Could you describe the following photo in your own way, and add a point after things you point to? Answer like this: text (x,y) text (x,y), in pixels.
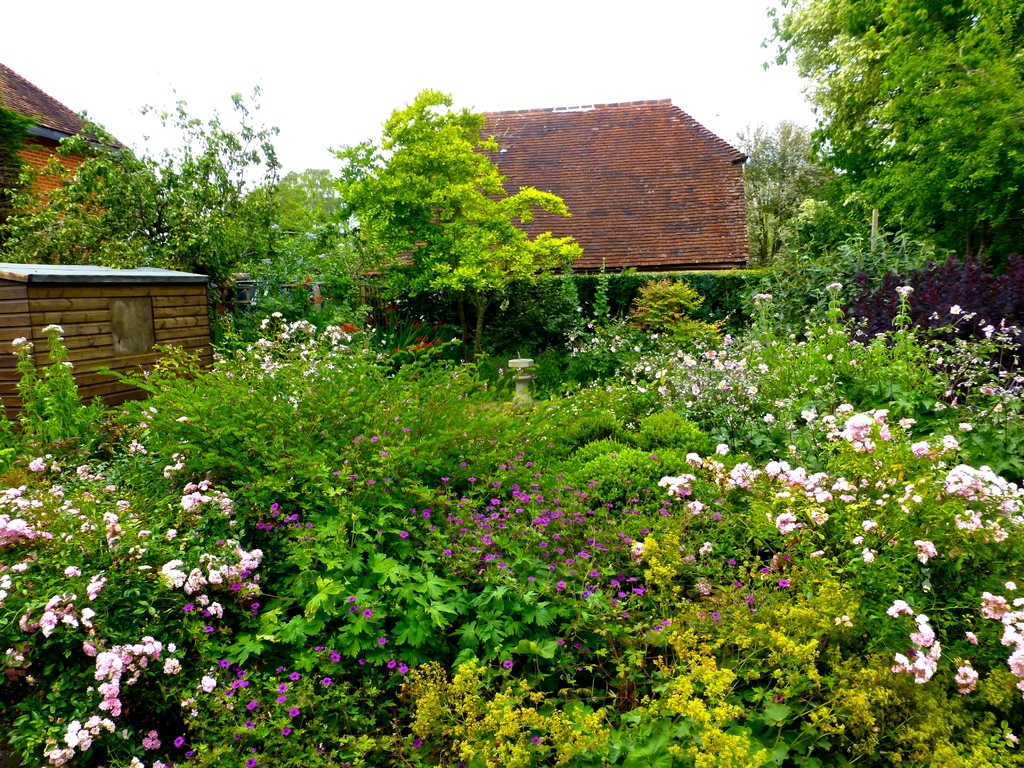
An outdoor picture. There are number of plants (349,687) with flowers (683,481). Far there are number of trees (350,241). A house (603,246) with roof top (632,241). This is a shed (121,330). Sky (177,46) is in white color.
